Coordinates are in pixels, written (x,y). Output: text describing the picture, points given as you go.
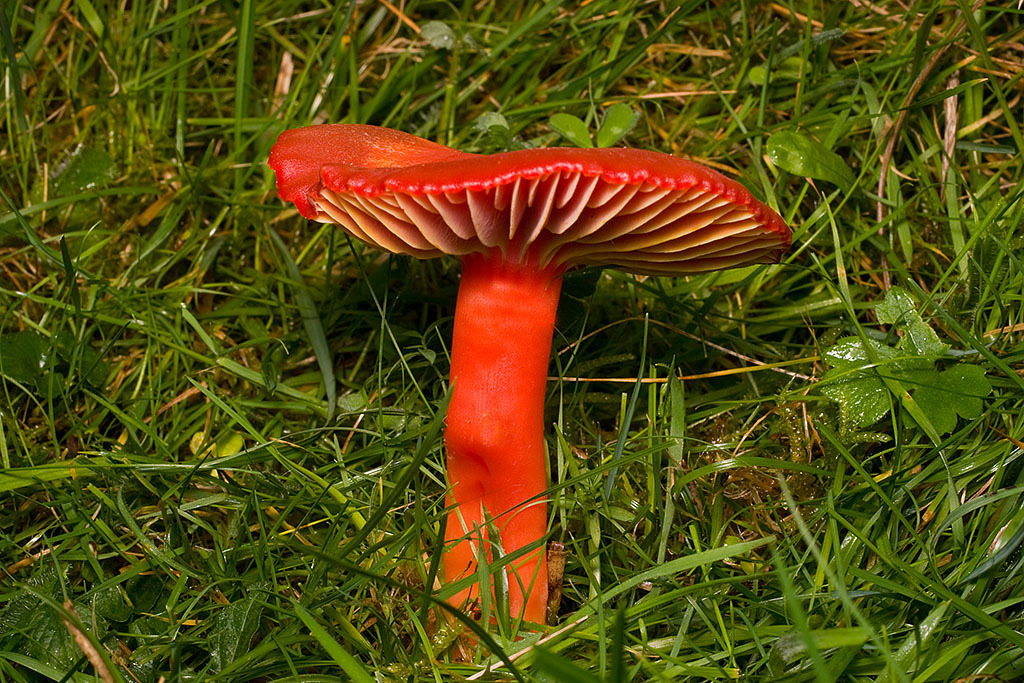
In this picture we can see a mushroom (478,289) and behind the mushroom (543,204) there are leaves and grass (119,305).
